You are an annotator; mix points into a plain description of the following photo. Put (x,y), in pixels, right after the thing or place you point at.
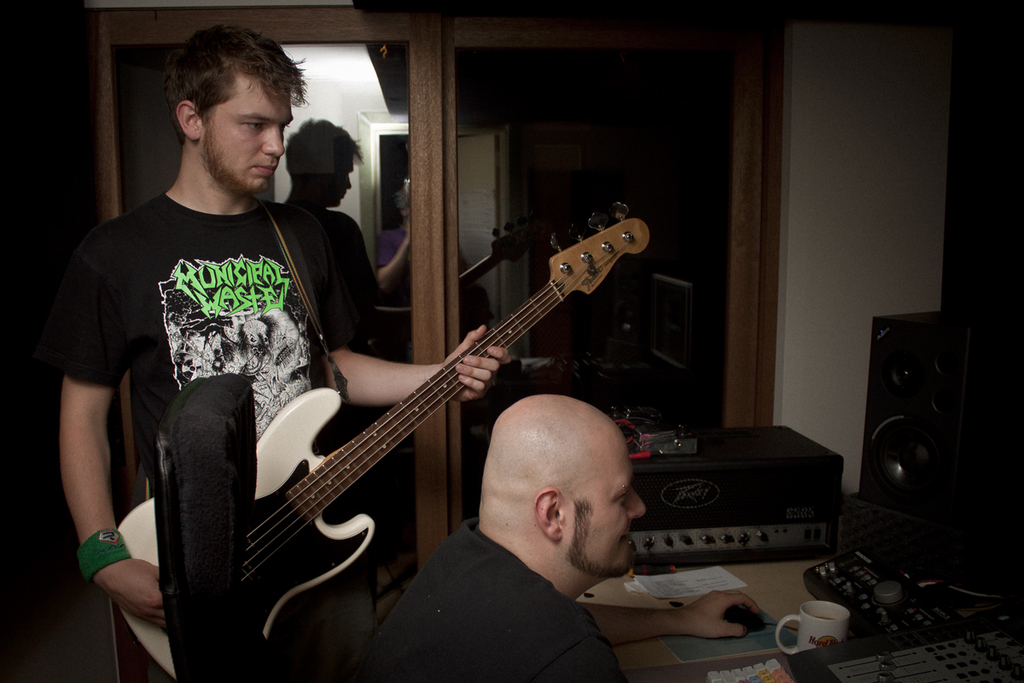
In this picture there are two people (606,421) one among them is standing and holding a guitar (259,471) and the other is sitting on the chair (249,487) and using a computer mouse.
